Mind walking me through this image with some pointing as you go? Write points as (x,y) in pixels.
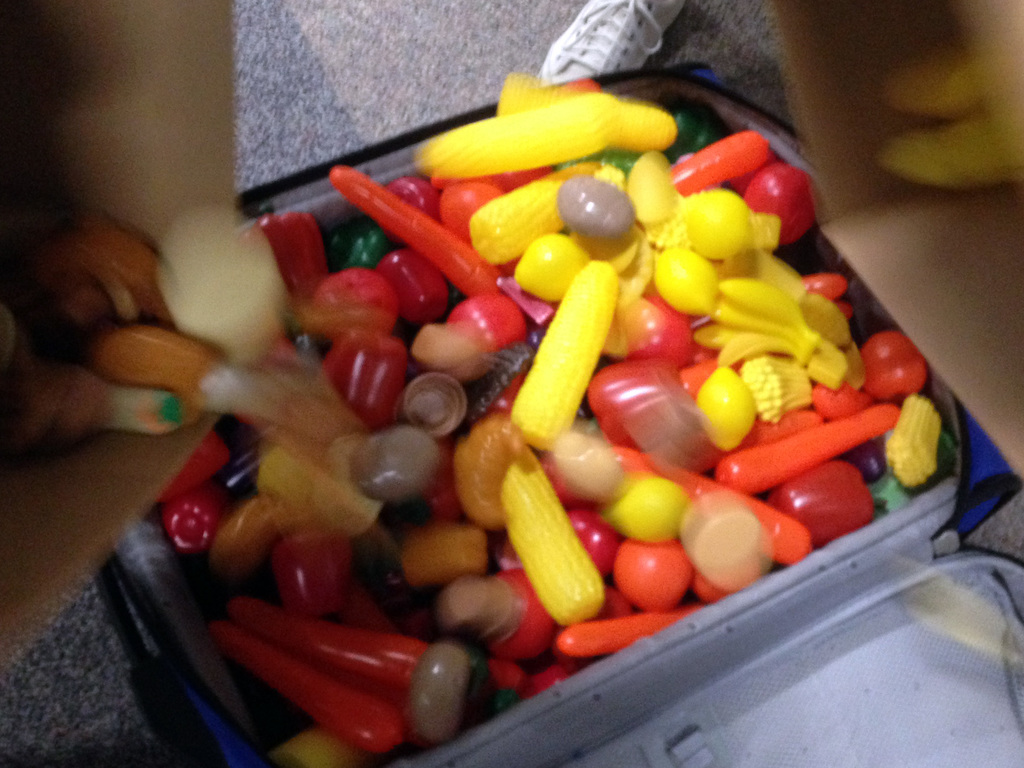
In this picture, we see a box (728,668) or the suitcase (879,597) containing plastic fruits (468,363). These fruits (526,497) are in yellow, red and orange color. On the left side (153,240), we see an object (41,278) in brown color. On the right side (996,63), it is brown in color. In the background (329,59), we see a white shoe (605,17) and a grey carpet (411,82).
